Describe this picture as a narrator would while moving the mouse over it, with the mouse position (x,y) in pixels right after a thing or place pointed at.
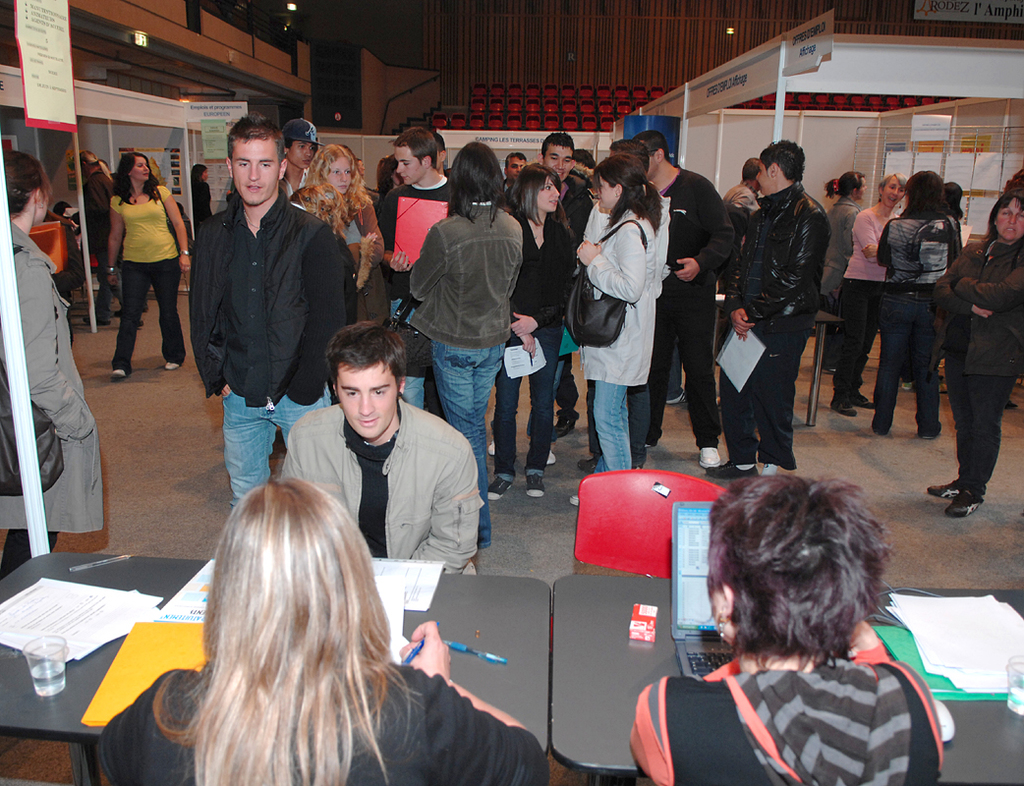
In this image we can see some people (447,279) and three (420,659) among them are sitting and there is a table (584,680) in front of them and we can see some papers (962,633), laptop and some other things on the table (576,666). There are some stalls (217,114) and we can see some chairs (513,105) in the background (926,109).
